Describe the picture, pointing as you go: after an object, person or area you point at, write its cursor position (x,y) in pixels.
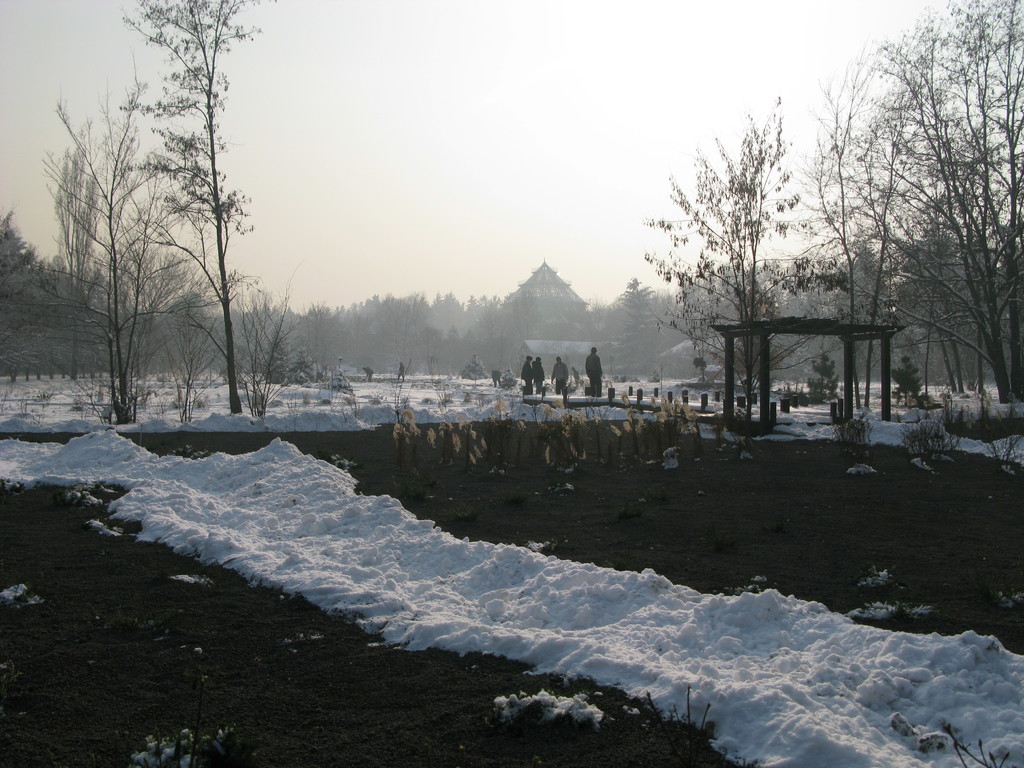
In this picture we can see people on the ground (336,675), here we can see snow (409,587), trees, building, house (687,352), roof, pillars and we can see sky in the background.
